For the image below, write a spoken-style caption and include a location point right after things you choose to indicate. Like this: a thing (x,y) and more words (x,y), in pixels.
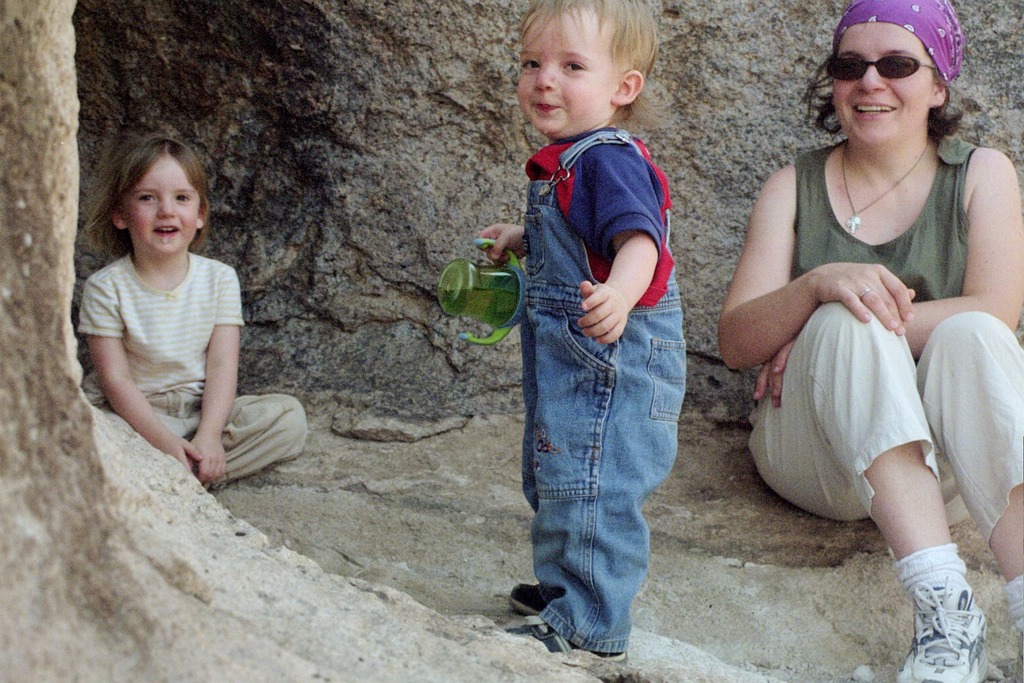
On the left side (229,295), there is a child (201,291) smiling and sitting. In the middle (648,282), there is a child (522,102), holding a jug (451,275), smiling and standing. On the right side (911,59), there is a woman (873,49), smiling and sitting. In the background (771,169), there is wall (278,24).
